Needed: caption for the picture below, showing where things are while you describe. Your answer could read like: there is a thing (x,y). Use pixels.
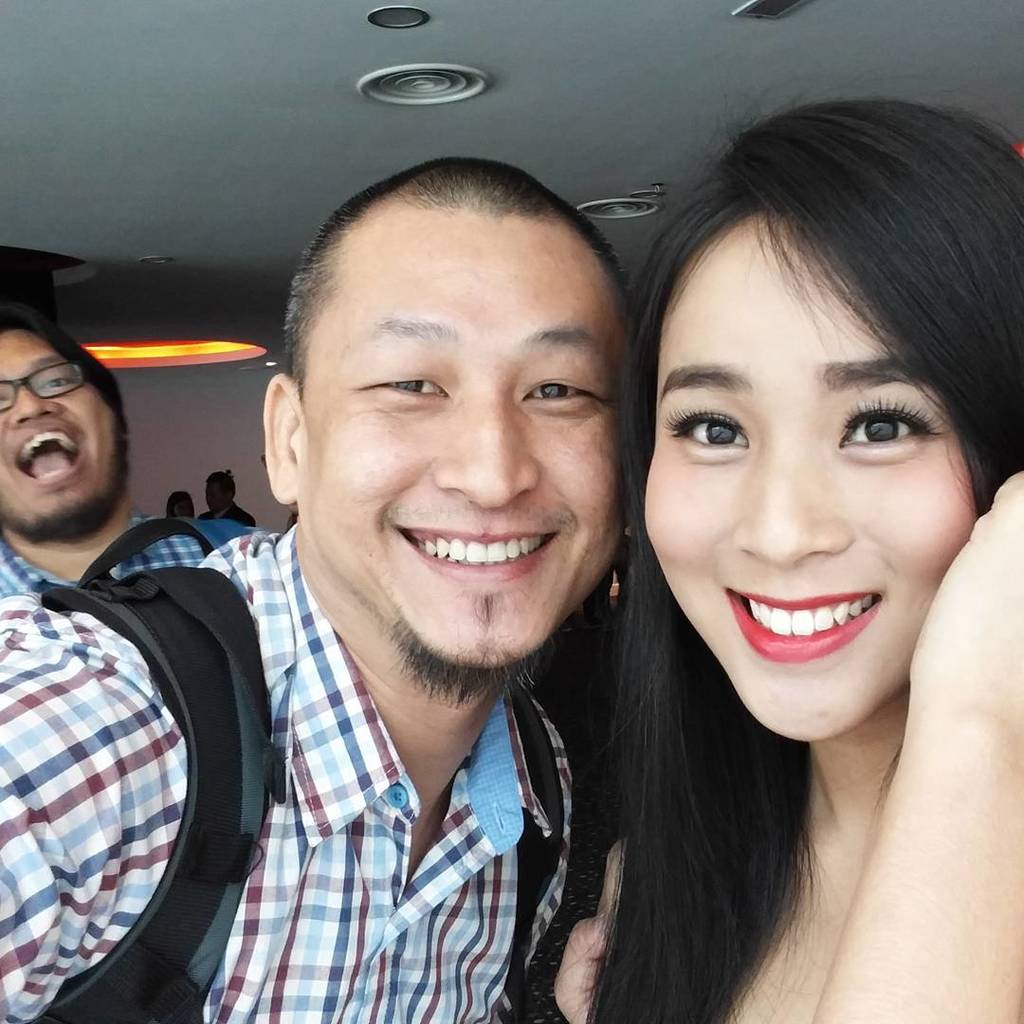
In this image in front (22,868) there are two persons (639,699) wearing a smile on their faces (472,584). Behind them there a few other people (96,531). On top of the image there are lights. In the background of the image (204,409) there is a wall (224,404).
